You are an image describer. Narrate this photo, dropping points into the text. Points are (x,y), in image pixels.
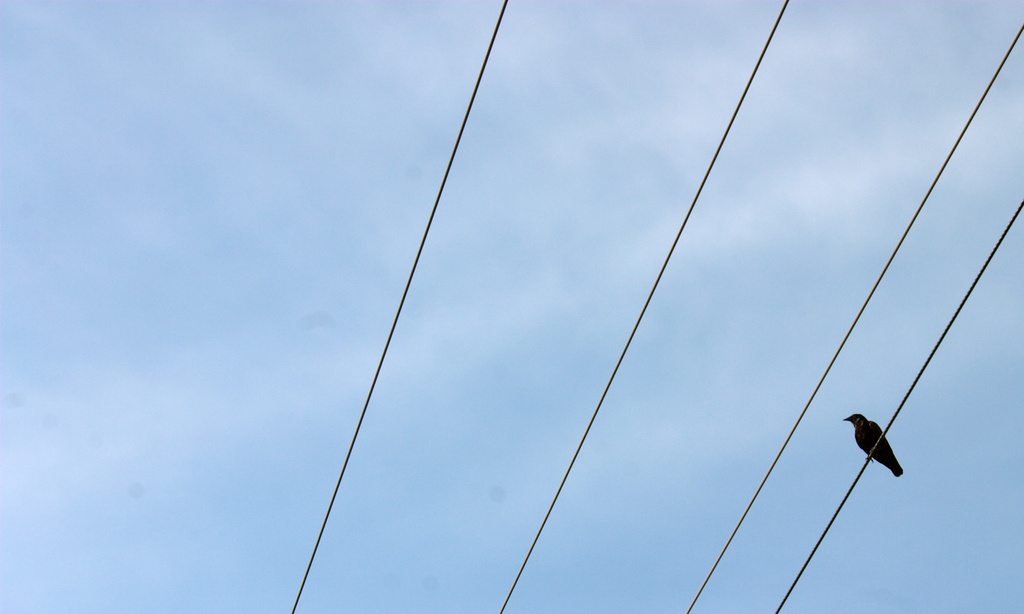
In this image there are wires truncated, there is a bird (868,444) on the wire (883,430), at the background of the image (636,373) there is the sky (568,370) truncated.
